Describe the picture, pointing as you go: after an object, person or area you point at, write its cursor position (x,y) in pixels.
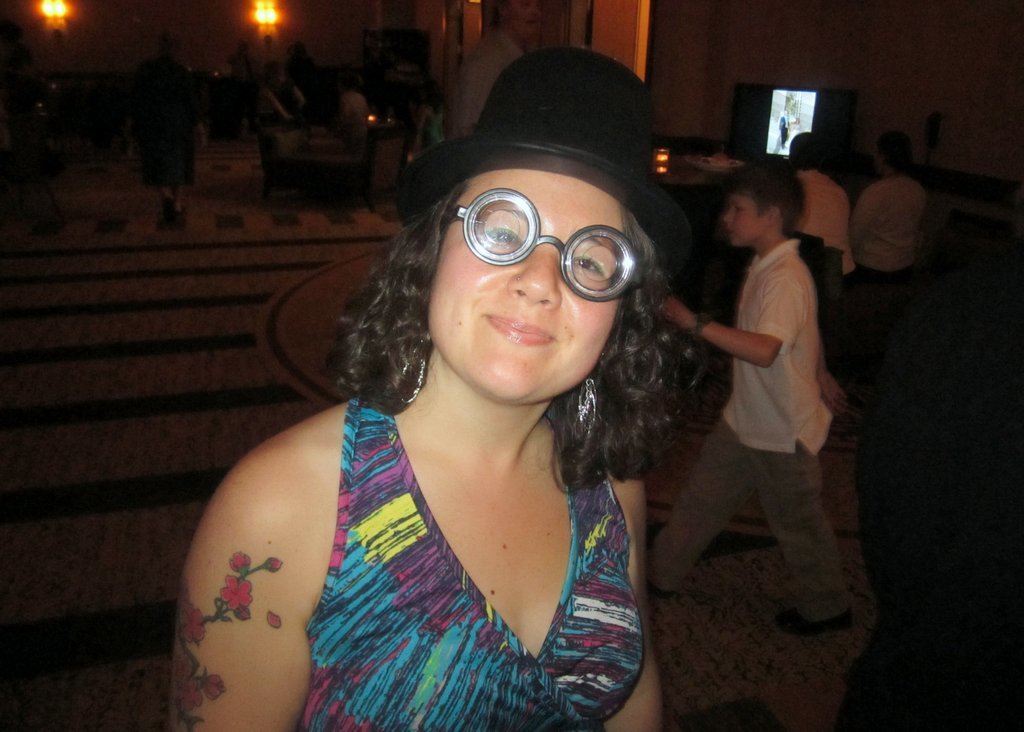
This image consists of some persons (736,236). There is a screen (779,162) at the top (828,153). There is a person (456,456) in the middle (509,370). She is a woman (388,453). She is wearing a hat (637,167) and goggles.
